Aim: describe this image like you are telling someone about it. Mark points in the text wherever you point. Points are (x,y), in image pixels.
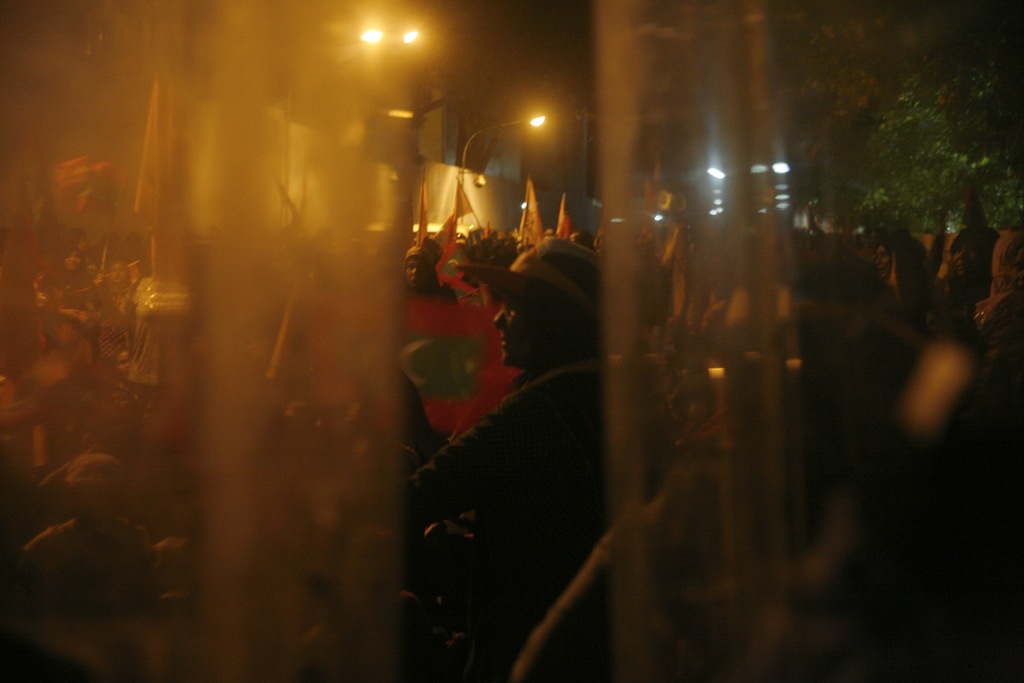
In the image we can see a curtain (345,40). Through the curtain (180,94) we can see some people (1004,277) are standing and holding some flags (73,177). Behind them we can see some poles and trees (998,196).
